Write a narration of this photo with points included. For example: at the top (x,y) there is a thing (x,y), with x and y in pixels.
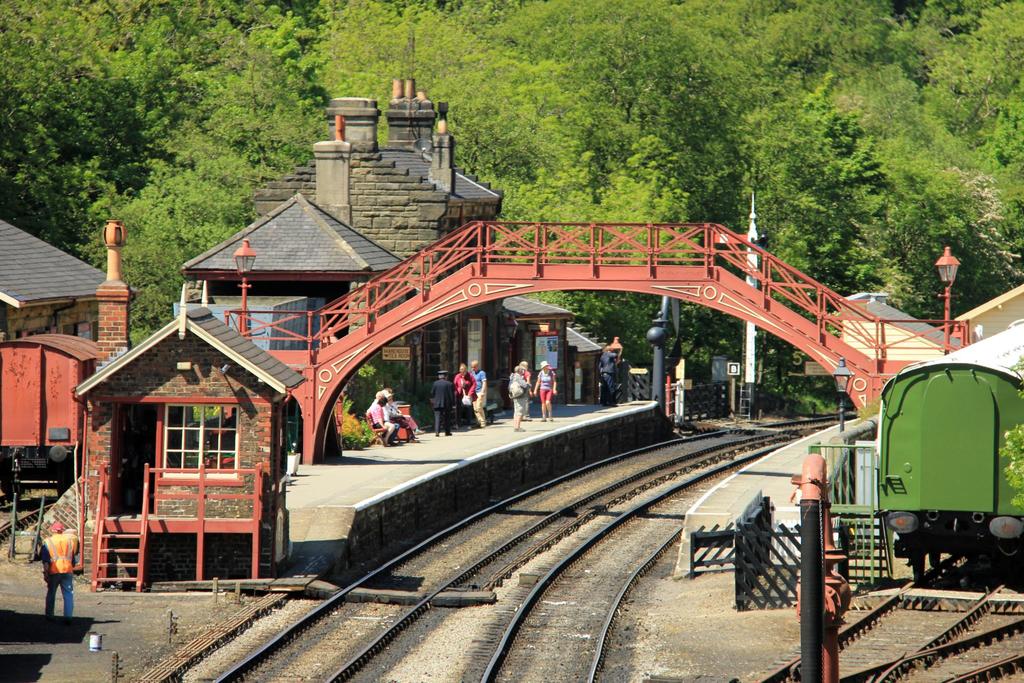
In this picture we can observe a railway station (597,593). There are two railway tracks (466,564) and a bridge (558,275) over the tracks (570,555). We can observe some people (436,426) standing on the platform (370,471). In the background (431,72) there are trees (633,67).
